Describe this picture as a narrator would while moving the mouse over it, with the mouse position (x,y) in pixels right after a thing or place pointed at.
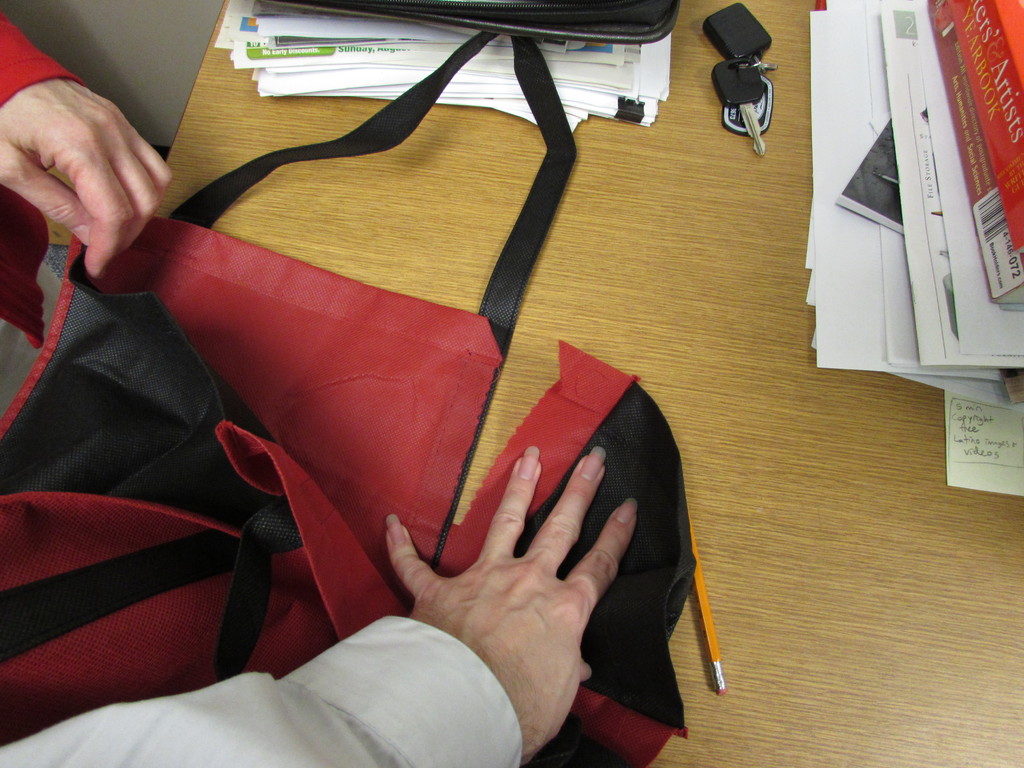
In this picture we can see a person hand (401,563) on the bag (346,553), which is placed on the table (692,338), on the table (710,325) we can see some books (961,106), papers (887,227) and keys (765,61).
